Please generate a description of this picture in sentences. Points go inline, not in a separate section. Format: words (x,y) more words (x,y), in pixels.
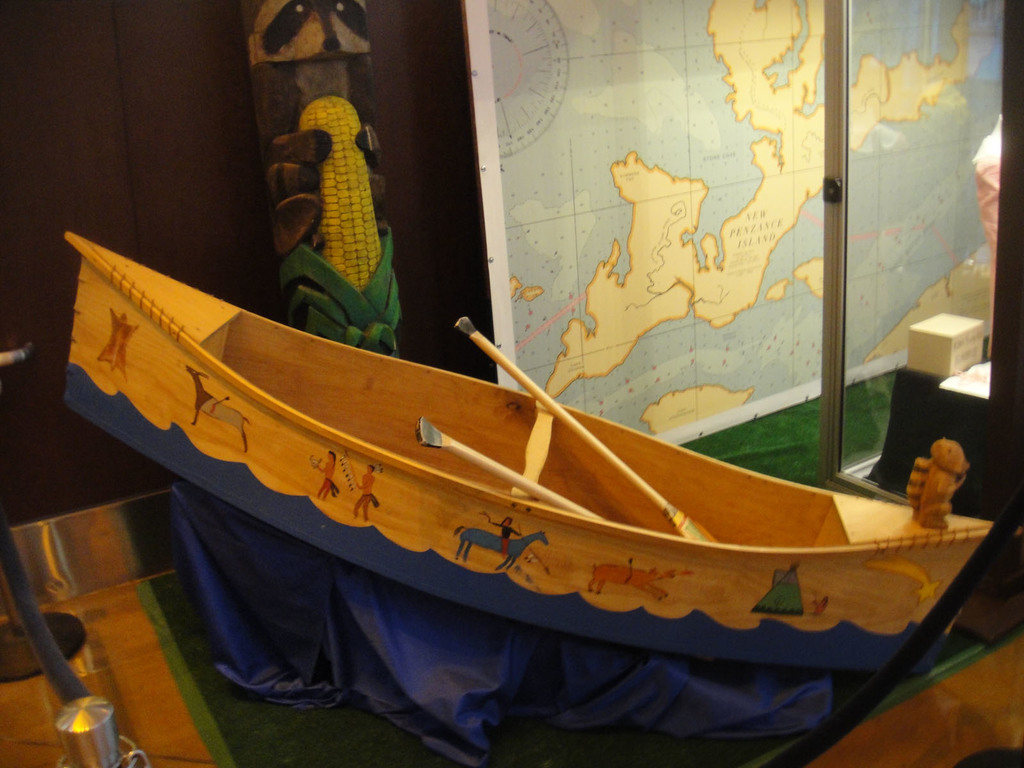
In this image we can see painting (792,563) on the boat (468,434), paddles (684,529), board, map (688,238), glass door (904,307), carpet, box (939,327), rod (90,727), wall (163,255) and things (915,484).
